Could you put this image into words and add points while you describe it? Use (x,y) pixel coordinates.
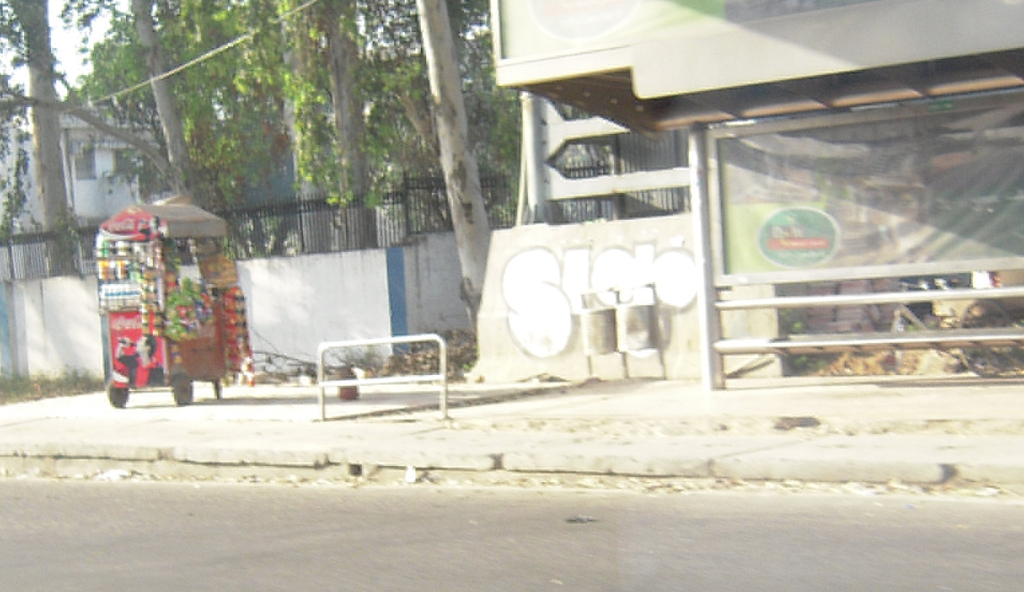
In this image we can see a stall (220,303) with some objects (156,293), wall (364,290) with iron fence (423,197), a shed (859,175) and trees (159,109), building (106,146) and sky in the background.
